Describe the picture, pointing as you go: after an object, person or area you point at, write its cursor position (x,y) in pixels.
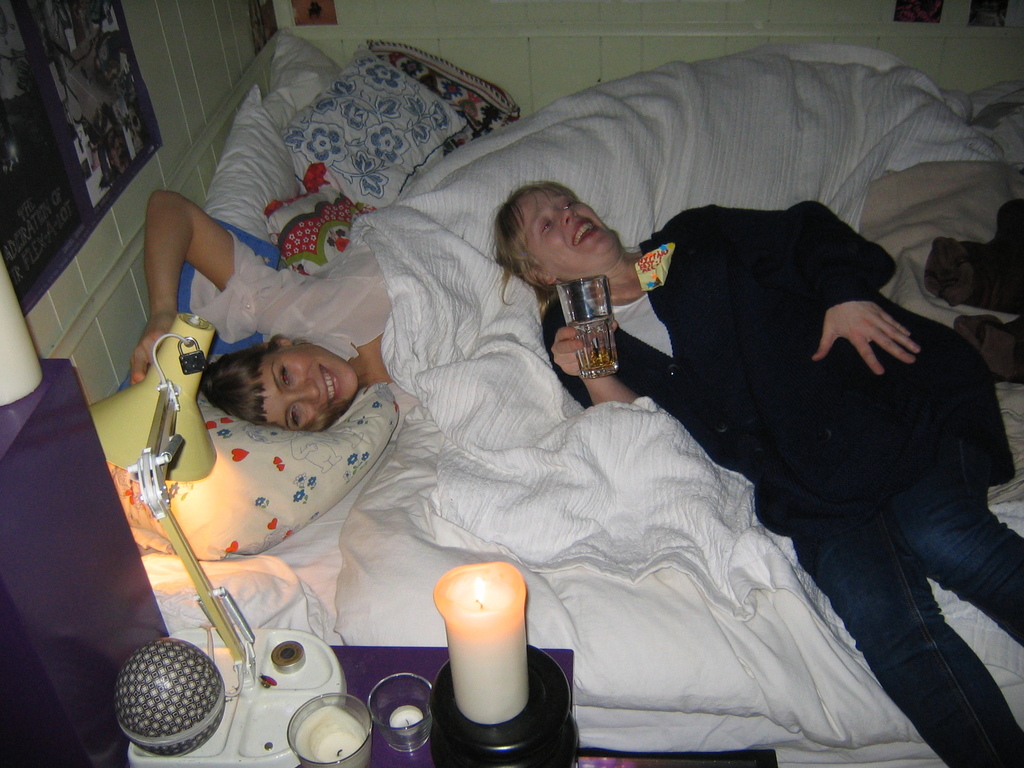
In this image there are two people (328,406) laying on the bed (329,537) and they are smiling. There are pillows (297,174) and blankets (433,303) on the bed (447,522). Beside the bed (403,530) there is a table (279,718). On top of it there is a candle (506,667). There are candles (402,718) inside the glasses (368,736). There are few other objects (163,639). On the left side of the image (64,503) there is another table (63,573). On top of it there is a candle (26,342). There is a wall (180,89) with photo frames (153,152) on it.
